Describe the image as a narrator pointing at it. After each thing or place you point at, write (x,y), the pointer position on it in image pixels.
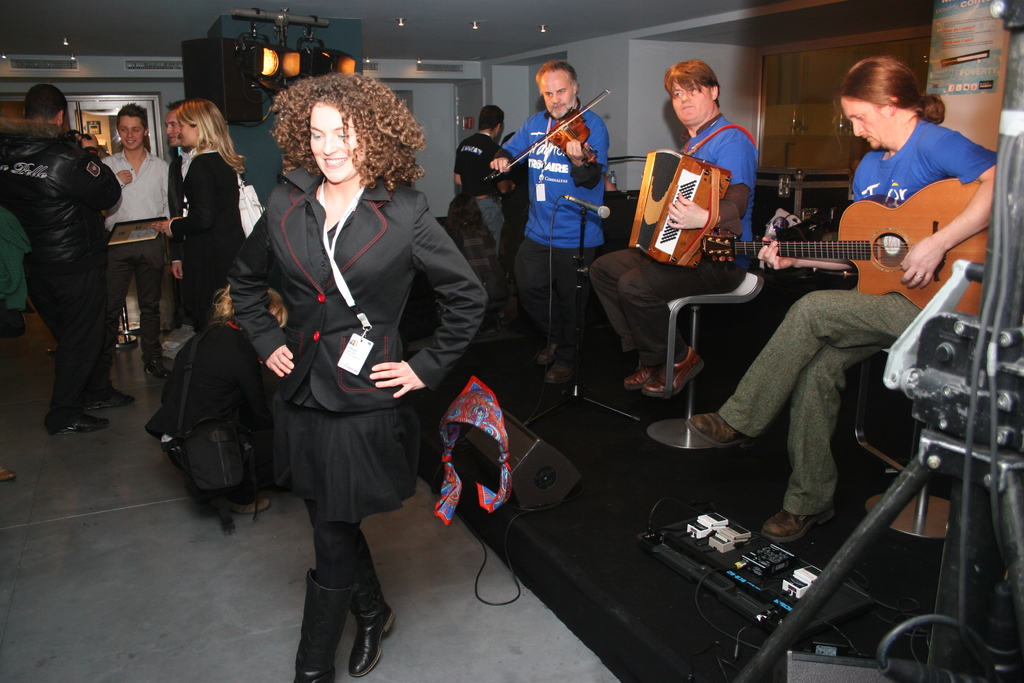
This image is clicked inside a room (765,23). To the right (917,152), the person (842,306) wearing blue t-shirt (929,149), is playing guitar (819,252). In the middle (392,445), the woman (343,435) wearing black dress (374,222) is walking and smiling. In the background (338,58), there is a stand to which lights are fixed and there is a wall (454,88).
